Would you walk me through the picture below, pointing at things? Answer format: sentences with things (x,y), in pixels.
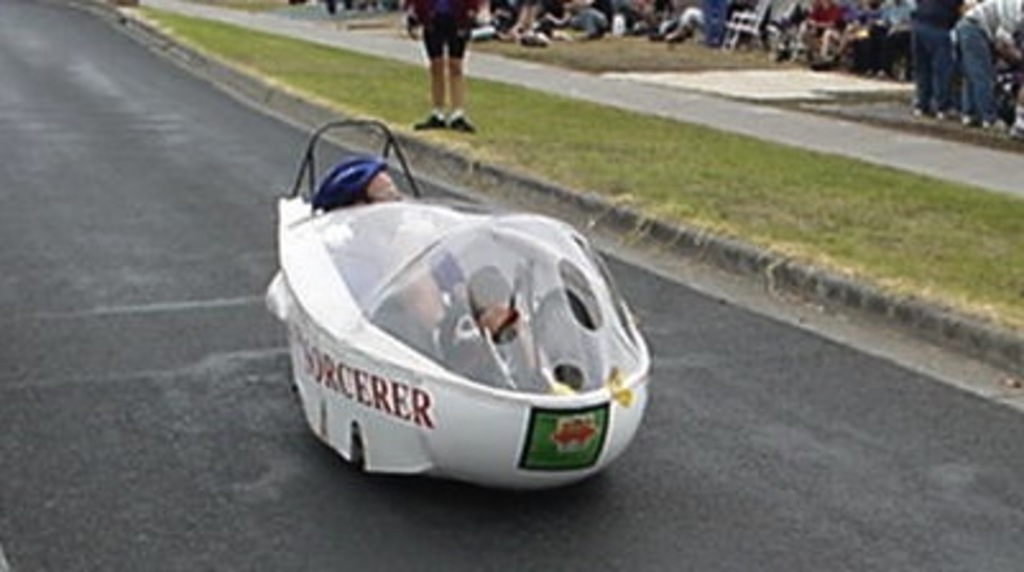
In the center of the image (343,267) we can see a racing car (543,300). In the background (463,1) there are people (1011,51). At the bottom (458,496) there is a road (436,500).
